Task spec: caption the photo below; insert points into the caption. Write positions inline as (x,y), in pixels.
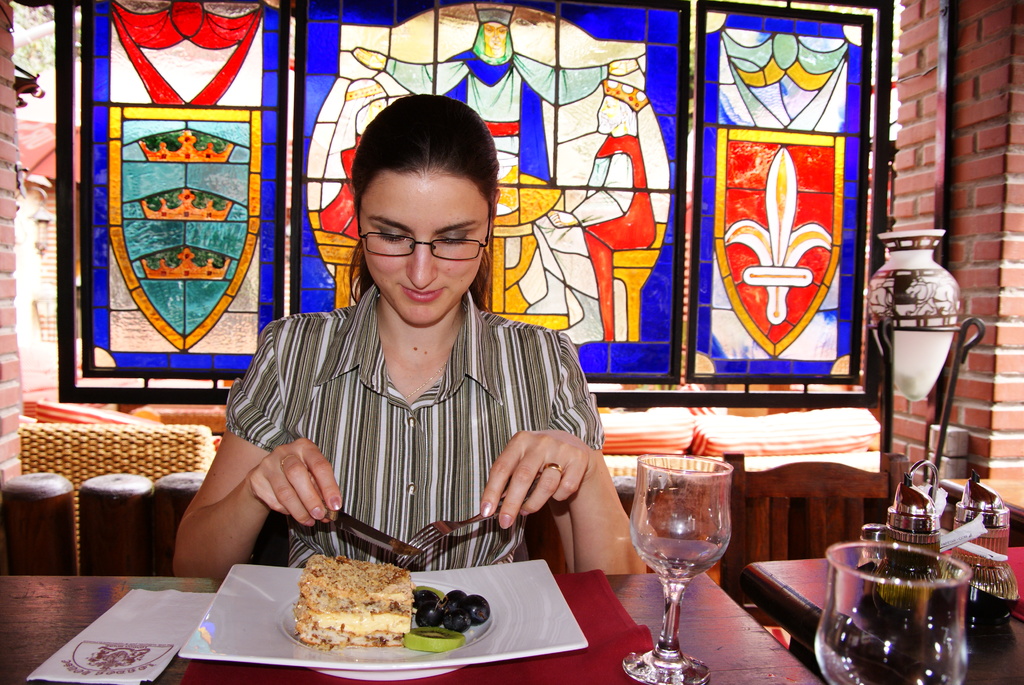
In this image there is a lady (477,306) sitting around the table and holding a knife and a fork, on the table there are some food items (429,614) on the plate (369,656), a paper (61,657) and glasses (866,645), beside the lady (547,416) there are few objects (990,561) on another table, a pot (942,337) to the stand (937,328), windows (648,159) and the wall (7,136).
